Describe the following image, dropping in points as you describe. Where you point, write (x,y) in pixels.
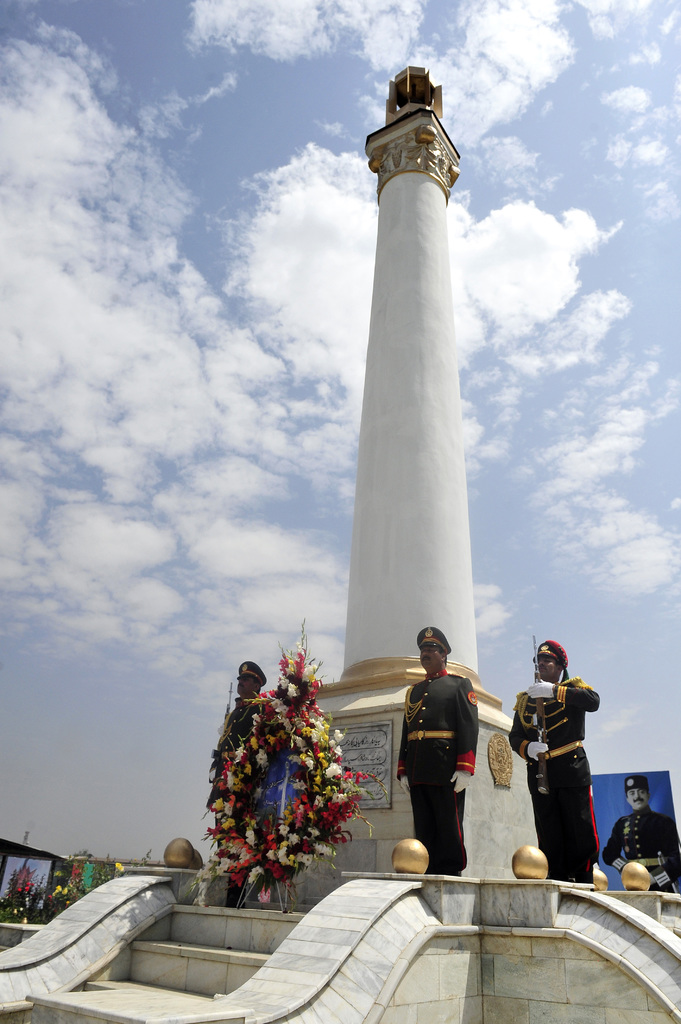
In the picture we can see a pillar (353,676) and on it we can see a board (355,768) with some information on it and near the pillar (335,791) we can see few police men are standing and near to the pillar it is decorated with flowers (234,827) and near to it, we can see the steps (197,1006) on the four sides of the pillar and in the background (190,642) we can see a sky (223,584) with clouds (331,553).
